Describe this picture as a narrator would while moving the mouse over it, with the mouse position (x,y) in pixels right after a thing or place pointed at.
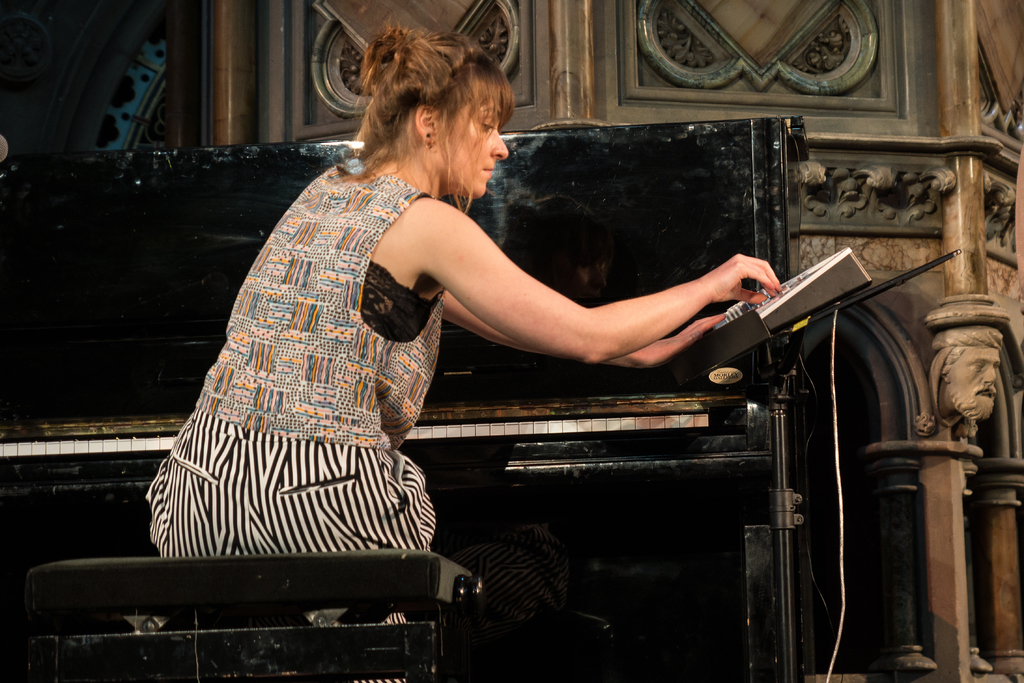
In this picture i could see the lady (302,275) sitting in front of the piano (514,398) and adjusting the musical instrument (772,300). She is sitting on the black colored chair (300,605) and in the background (710,49) there are beautiful sculptural wall (934,286).
